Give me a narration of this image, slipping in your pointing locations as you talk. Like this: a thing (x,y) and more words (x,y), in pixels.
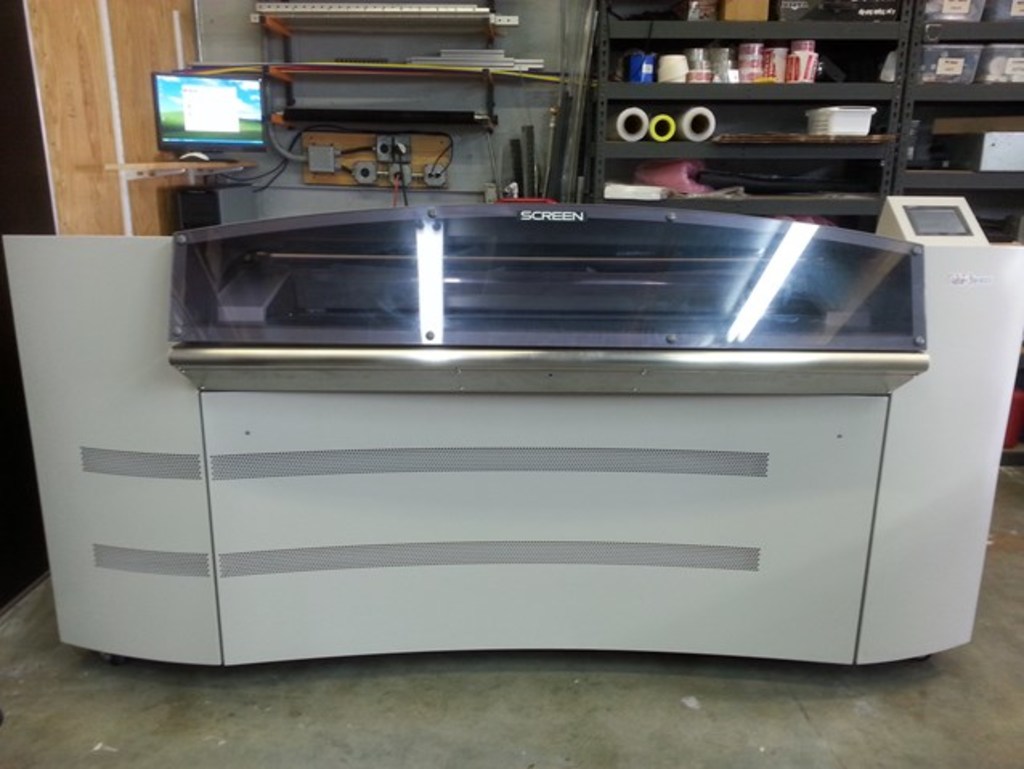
In this picture we can see a machine (485,237). There is a computer (170,125), wires (304,157) and other things (415,148) on the shelves (179,166). We can see sheets (668,130), boxes (866,17) and other objects (650,3) in the racks (852,154).
